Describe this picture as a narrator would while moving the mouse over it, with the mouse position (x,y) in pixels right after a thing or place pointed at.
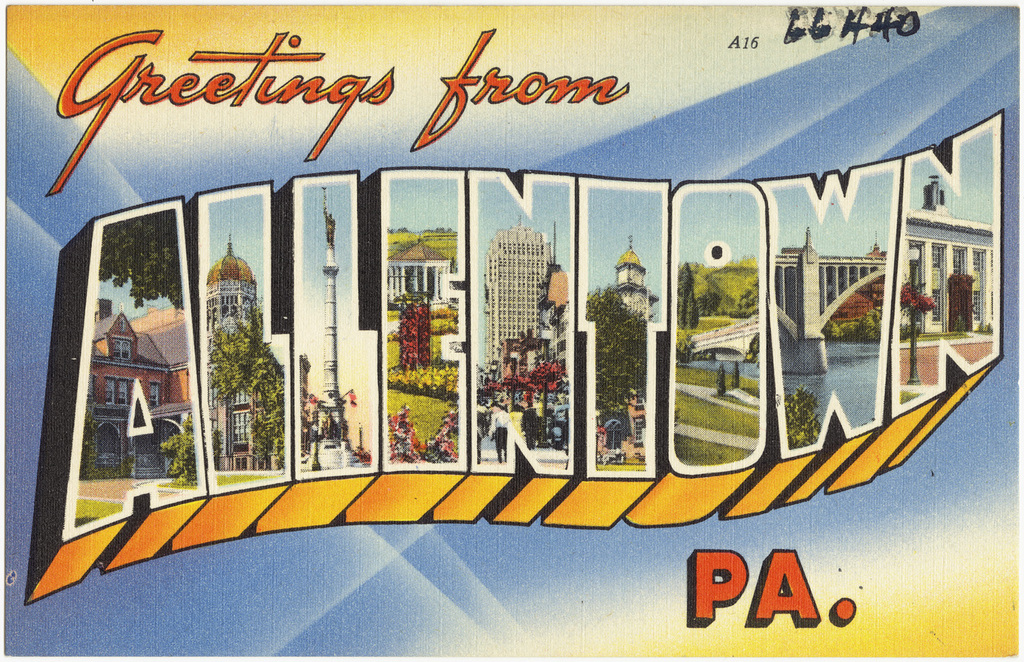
In this image there is a poster (618,373), on which we can see view of buildings (215,414) and trees (636,381) in the letters (518,456), also there are some other letters (227,94).
